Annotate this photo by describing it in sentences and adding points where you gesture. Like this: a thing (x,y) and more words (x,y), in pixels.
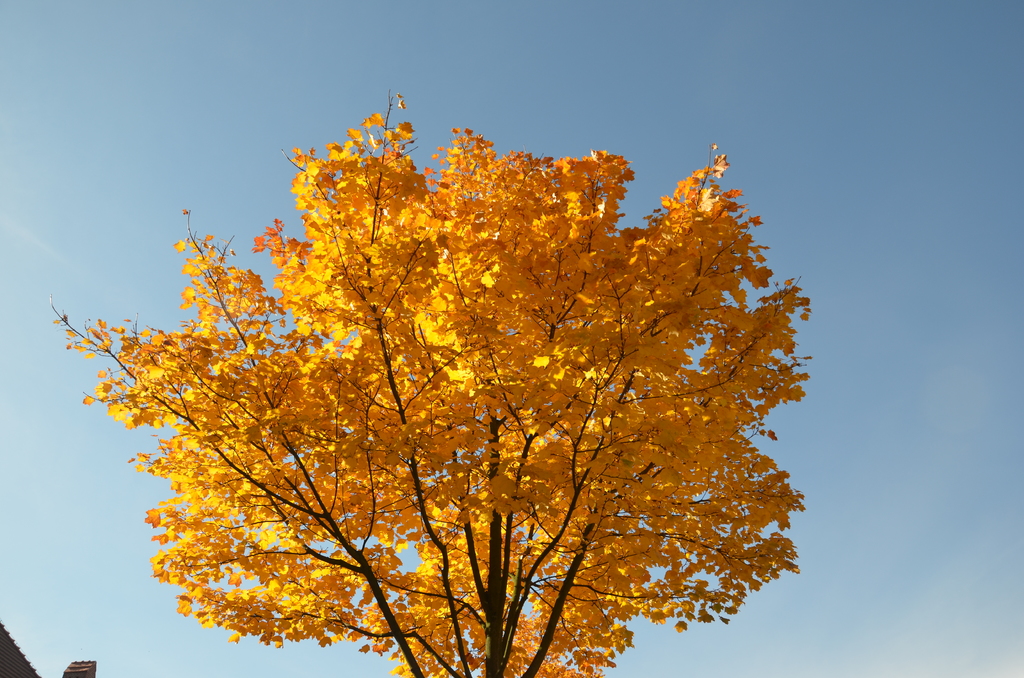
In the background (928,528) we can see the sky (572,6). This picture is mainly highlighted with a tree (637,606) and we can see the yellow color leaves (380,457).
